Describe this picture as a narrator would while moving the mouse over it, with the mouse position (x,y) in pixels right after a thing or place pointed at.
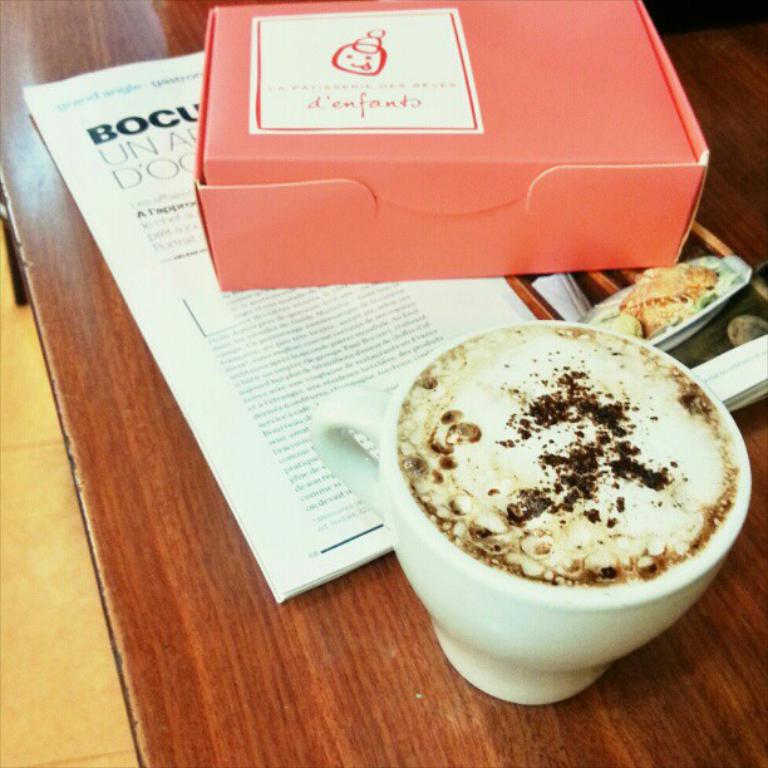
In the center of the image (376,363) there is a table (90,464) on which there is a cup (486,375), there is a book (301,571) and there is a box (488,25).
